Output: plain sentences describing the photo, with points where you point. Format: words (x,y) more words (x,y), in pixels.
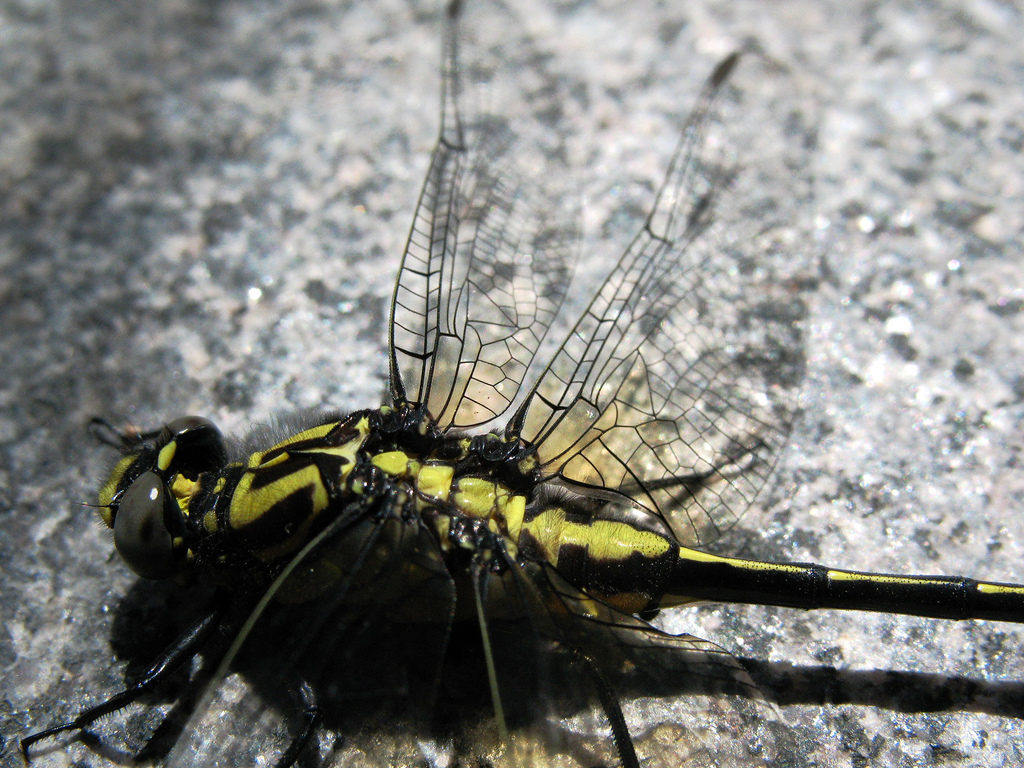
In this image we can see an insect (405,480) on the surface (372,386).
